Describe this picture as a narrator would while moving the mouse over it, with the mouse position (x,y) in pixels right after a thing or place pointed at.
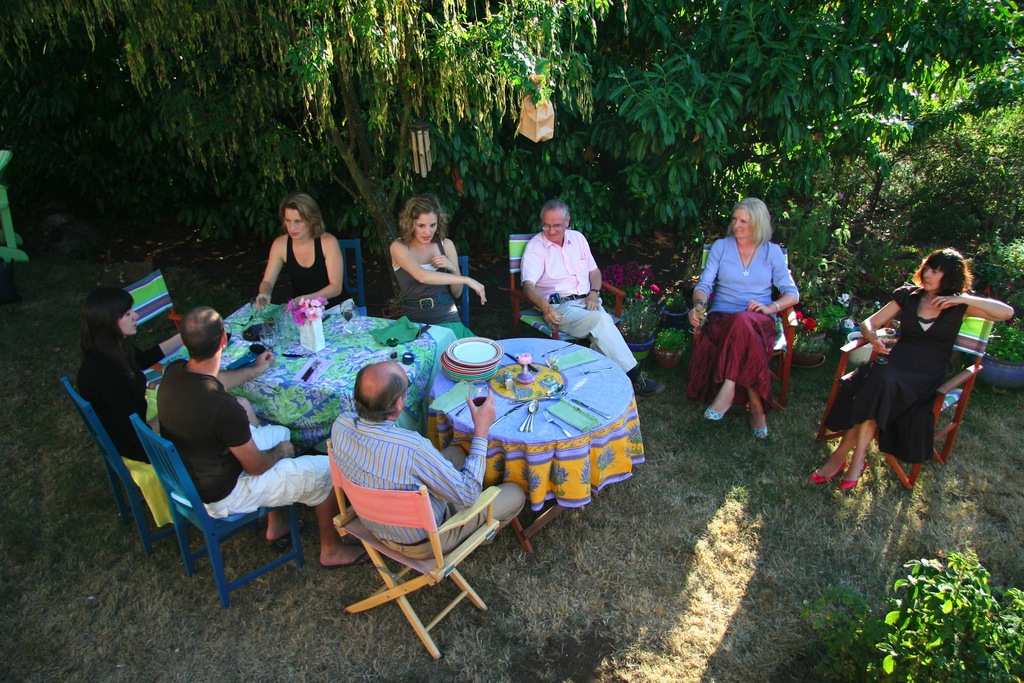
This picture shows a group of people (145,492) seated on the chairs (474,512) some plants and flowers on the table (336,346) and we see some trees (856,31) around.
